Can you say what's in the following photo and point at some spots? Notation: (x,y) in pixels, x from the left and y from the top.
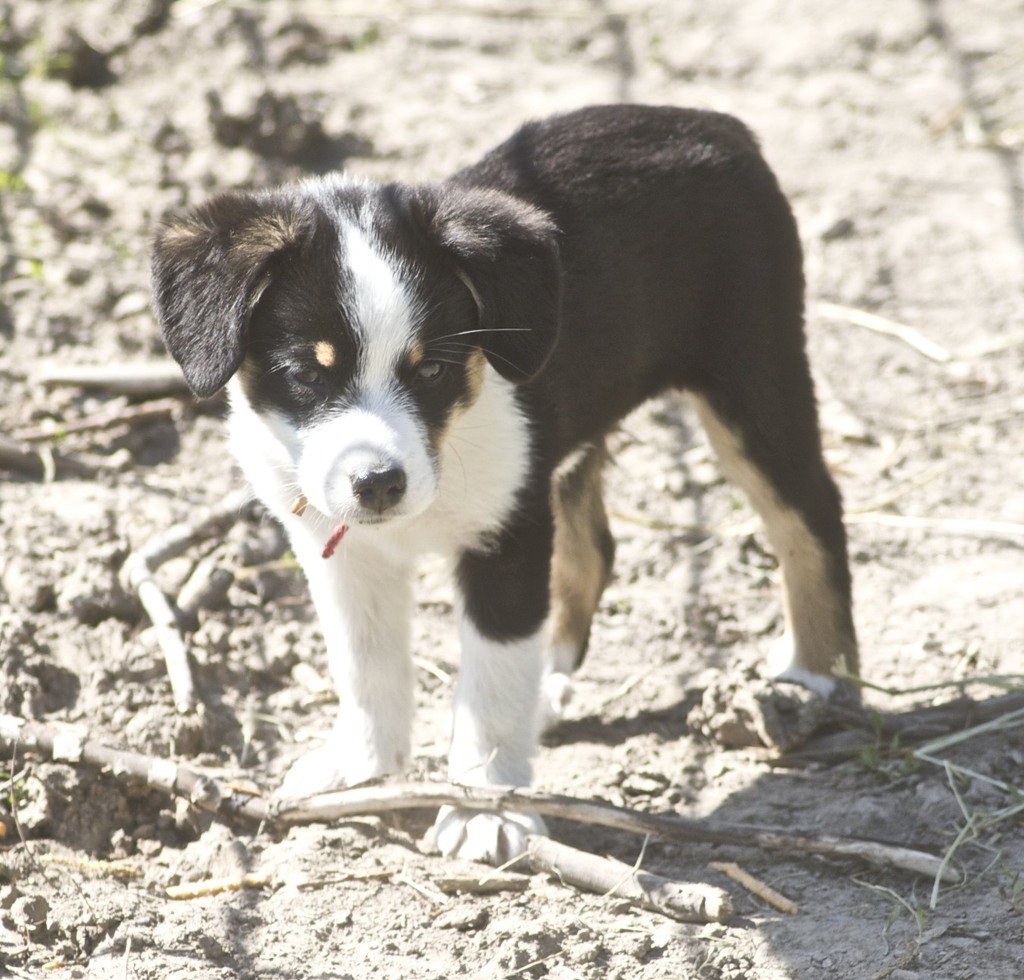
In this image we can see a dog (482,568) and there is some wood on the ground (861,196).
